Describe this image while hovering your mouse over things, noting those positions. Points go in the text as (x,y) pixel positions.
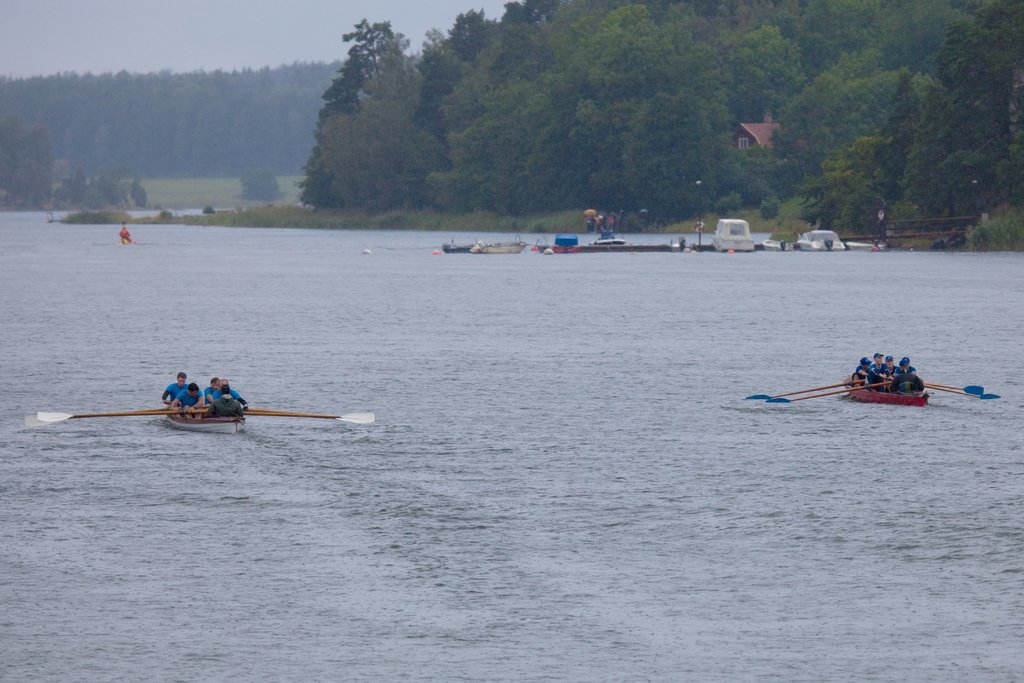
In this image we can see people (222,380) sitting in the boats (192,423) on the water (195,434) and holding oars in their hands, building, trees (592,145), walkway bridge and sky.
